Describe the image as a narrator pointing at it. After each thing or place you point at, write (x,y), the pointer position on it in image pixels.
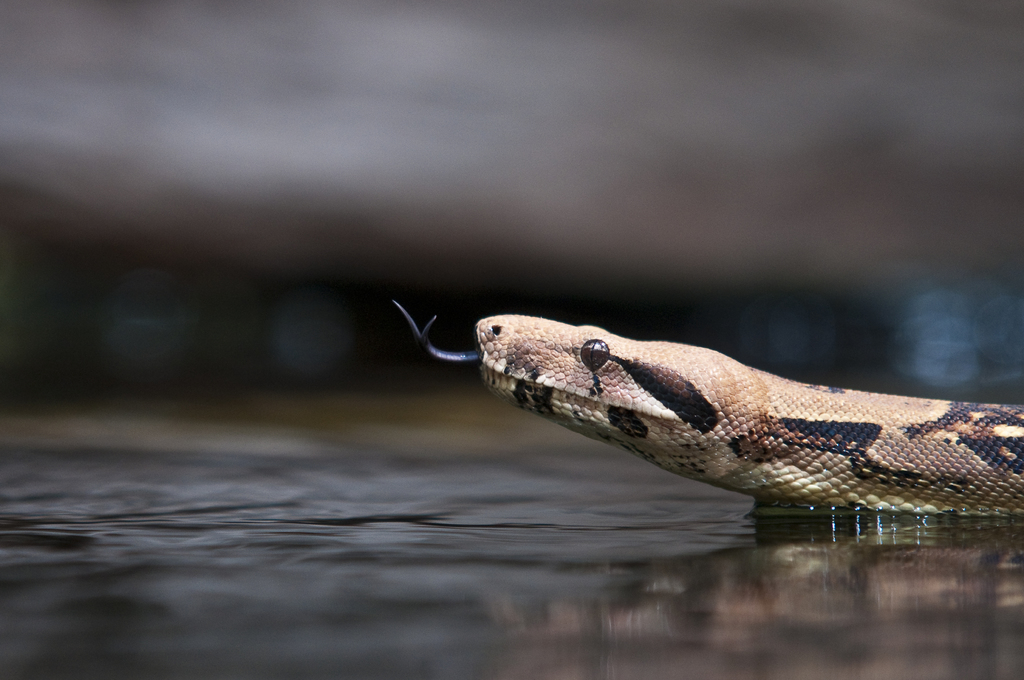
In this image we can see a snake (910,453) on the water (66,630), here is the tongue (426,341), here is the eye (596,357).
